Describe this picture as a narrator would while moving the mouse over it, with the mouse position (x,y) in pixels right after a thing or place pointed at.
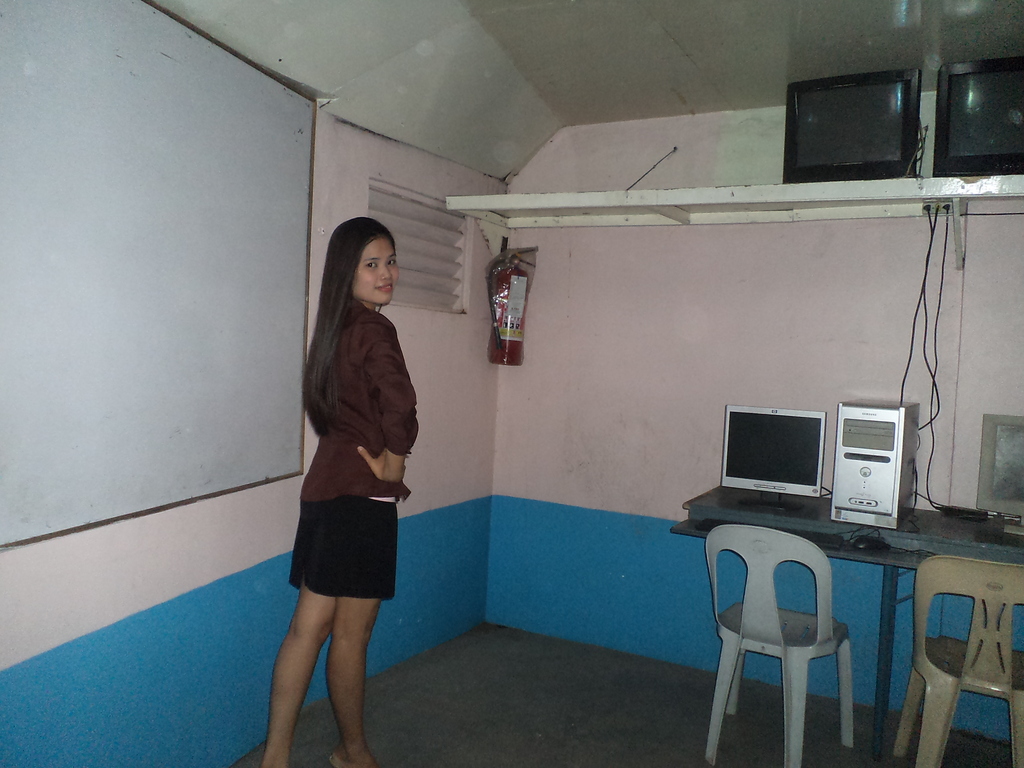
The women (365,409) wearing brown shirt (363,420) is standing and there is a table (801,507) in front of her which has desktops (788,456) on it and there is a whiteboard (154,338) beside her and the wall (574,343) is pink in color.
